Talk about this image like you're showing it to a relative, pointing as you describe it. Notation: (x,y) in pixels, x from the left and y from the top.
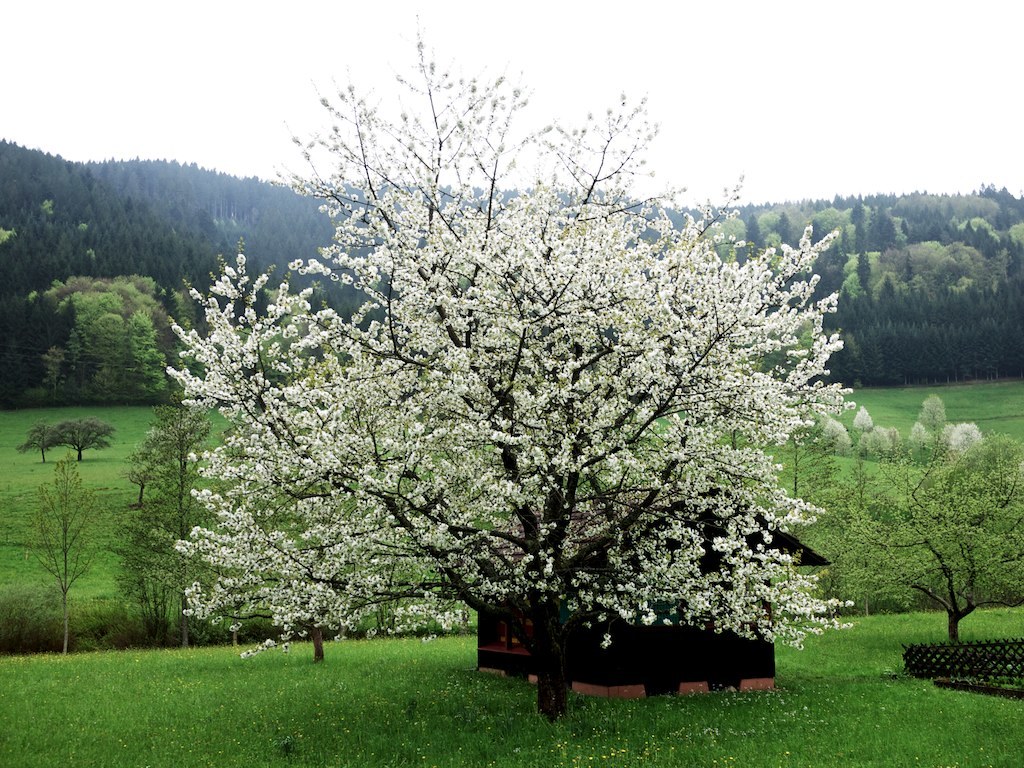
In this picture there are trees (695,389). In the foreground (259,595) there is a house (675,665) and there are white color flowers (244,574) on the tree (644,468) and there is a railing (965,676). At the top (723,157) there is sky (712,167). At the bottom (819,677) there is grass (431,704) and there are flowers (562,738).
